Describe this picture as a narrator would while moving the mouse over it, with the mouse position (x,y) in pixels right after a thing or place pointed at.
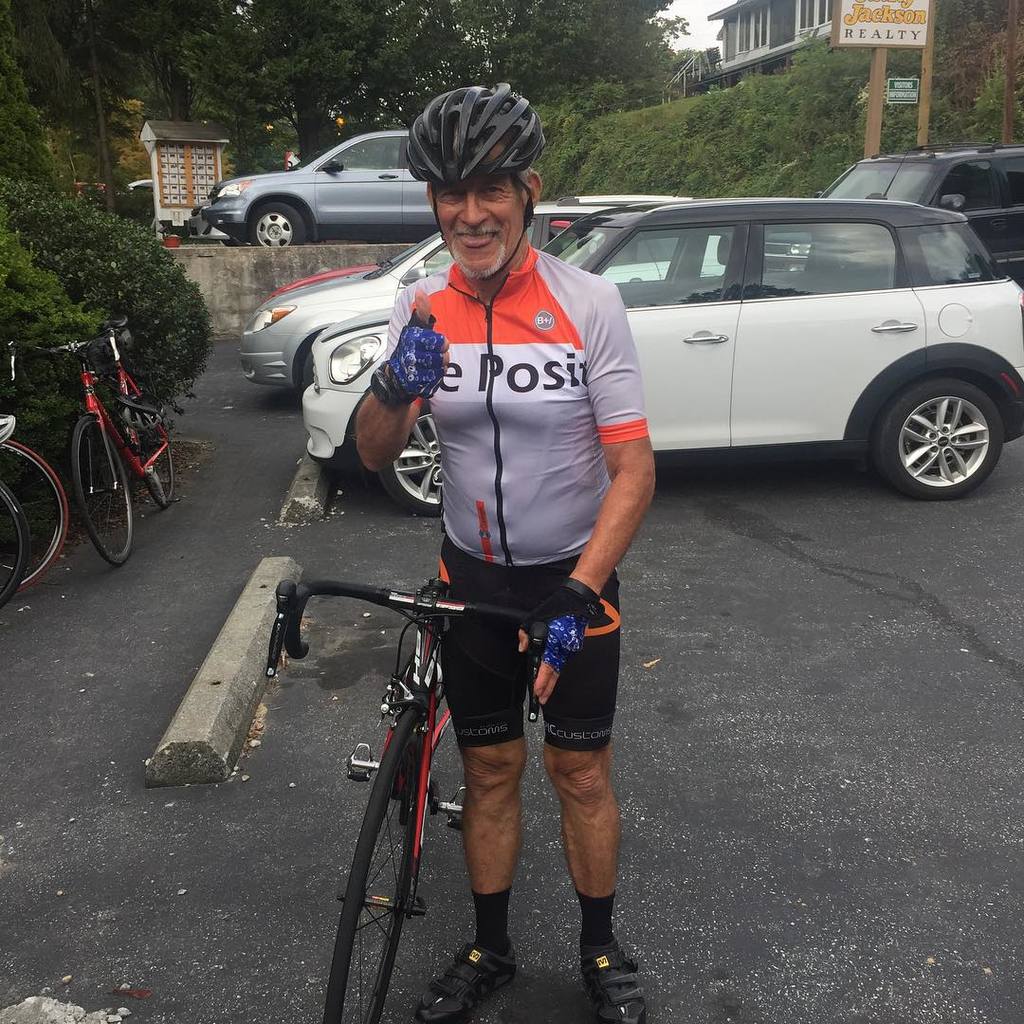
This image consists of a man (556,603) wearing a jersey (554,449) and a helmet (486,167) is standing on the road (558,821). Beside him, there is a cycle (419,610). In the background (60,228), there are cars (1012,290) and cycles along with the trees (980,58). On the right (750,25), there is a building (786,50). At the bottom (119,982), there is a road (95,985).
